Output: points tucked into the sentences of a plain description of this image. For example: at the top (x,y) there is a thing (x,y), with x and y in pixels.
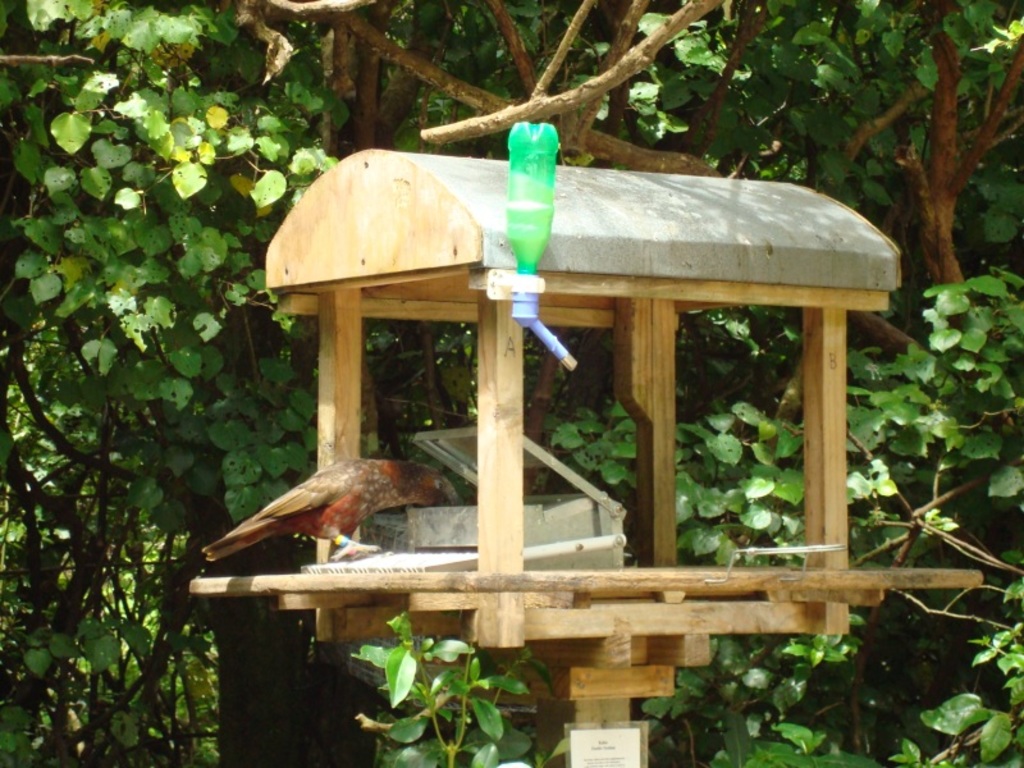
In this image we can see a bird (344,517), a bottle (530,260), a box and a board (598,734) with text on the wooden object (456,607) looks like a bird house (817,451) and there are few trees (261,46) in the background (937,372).
